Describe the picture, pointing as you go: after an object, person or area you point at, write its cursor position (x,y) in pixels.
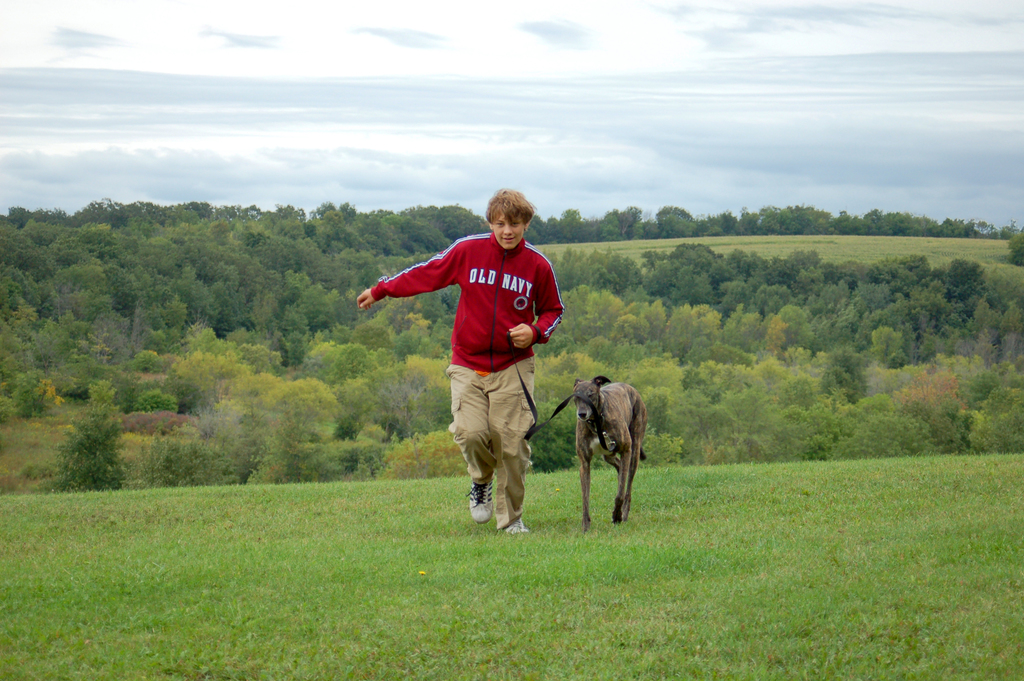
In this picture I can see a boy (544,319) holding a belt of a animal (620,400) and running on the grass (330,539), behind there are some trees (191,307).
